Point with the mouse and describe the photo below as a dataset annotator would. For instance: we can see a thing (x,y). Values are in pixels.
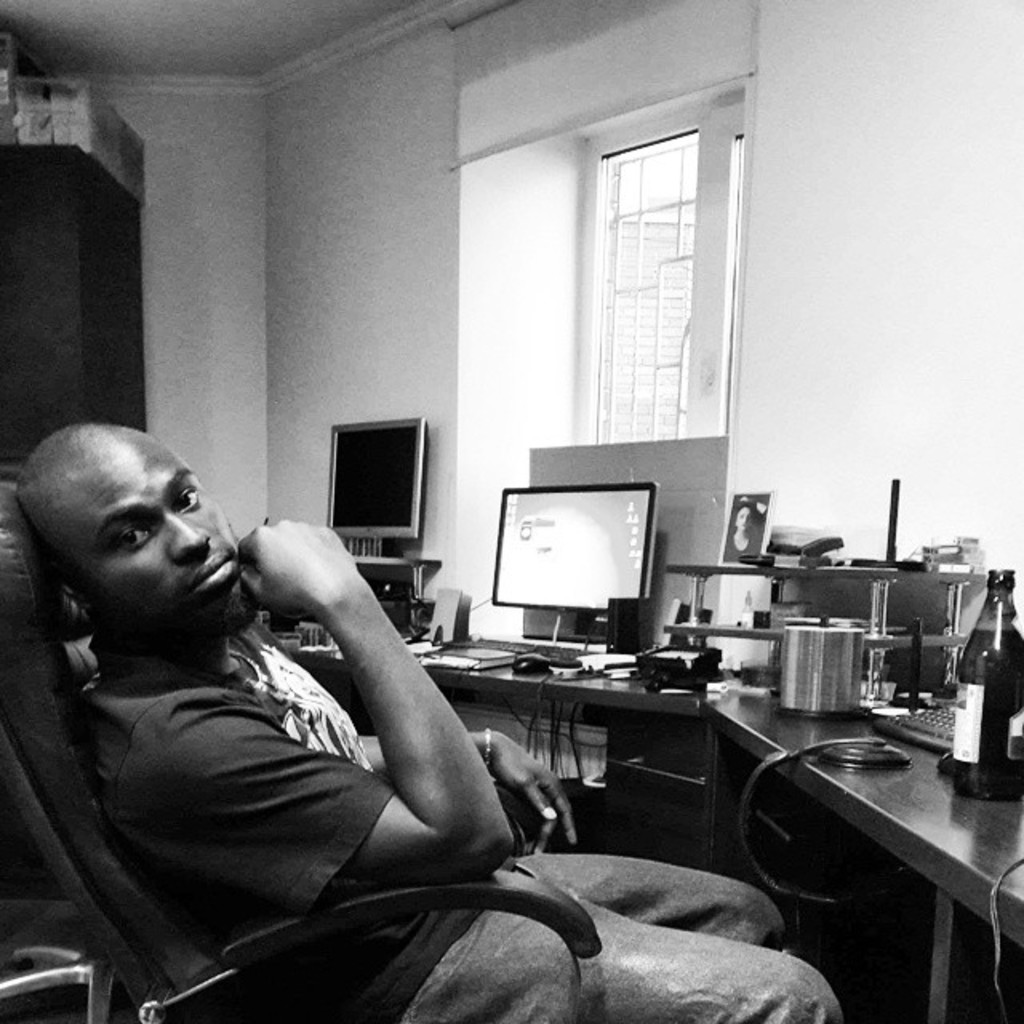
This is a black and white picture. We can see wall (358,248) and a window (680,297). We can see a man (274,732) sitting on chair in front of a table (940,878) and on the table (977,809) we can see bottle (962,681), monitors (643,590), photo frame (743,544), mouse (541,671) and a keyboard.
